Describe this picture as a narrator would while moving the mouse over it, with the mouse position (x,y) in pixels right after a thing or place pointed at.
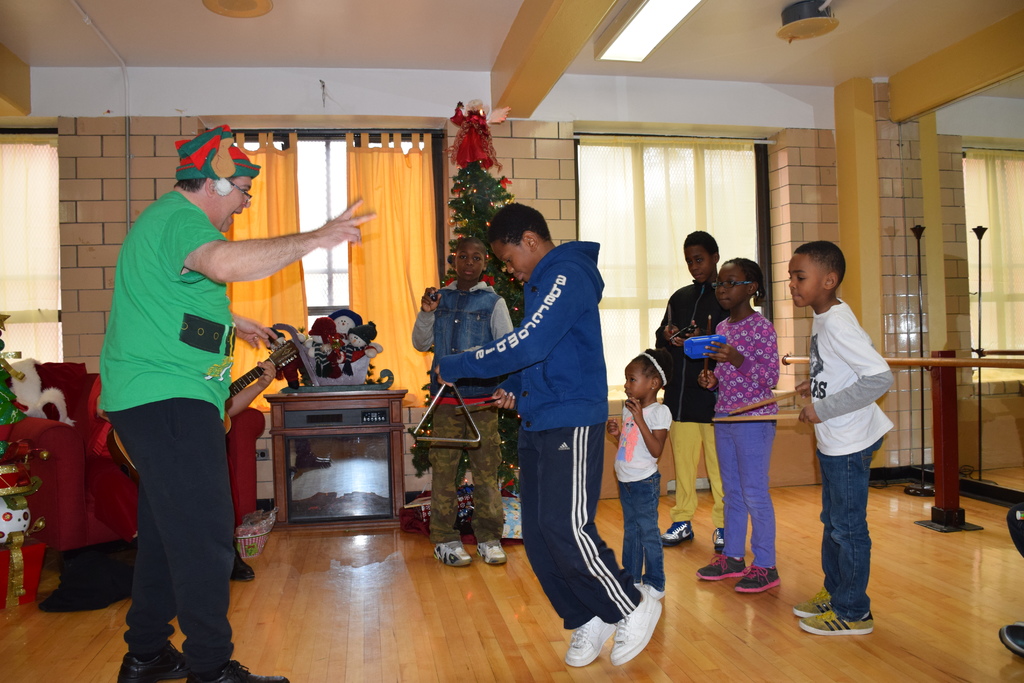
To the left corner of the image (17,589) there are few Christmas items (28,452). Beside that there is a red sofa (241,462) with a person (114,445) on it. In front of that person (104,419) there is another person (165,291) with green t-shirt (184,327) is standing. To the right side of the image (723,374) there are few kids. Behind them there is a wall (178,138) with windows (250,203) and curtains (388,294). And to the right corner of the image (955,358) there are poles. To the top of the image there is a white roof (879,52) with pillars (528,85) and light (611,35).
